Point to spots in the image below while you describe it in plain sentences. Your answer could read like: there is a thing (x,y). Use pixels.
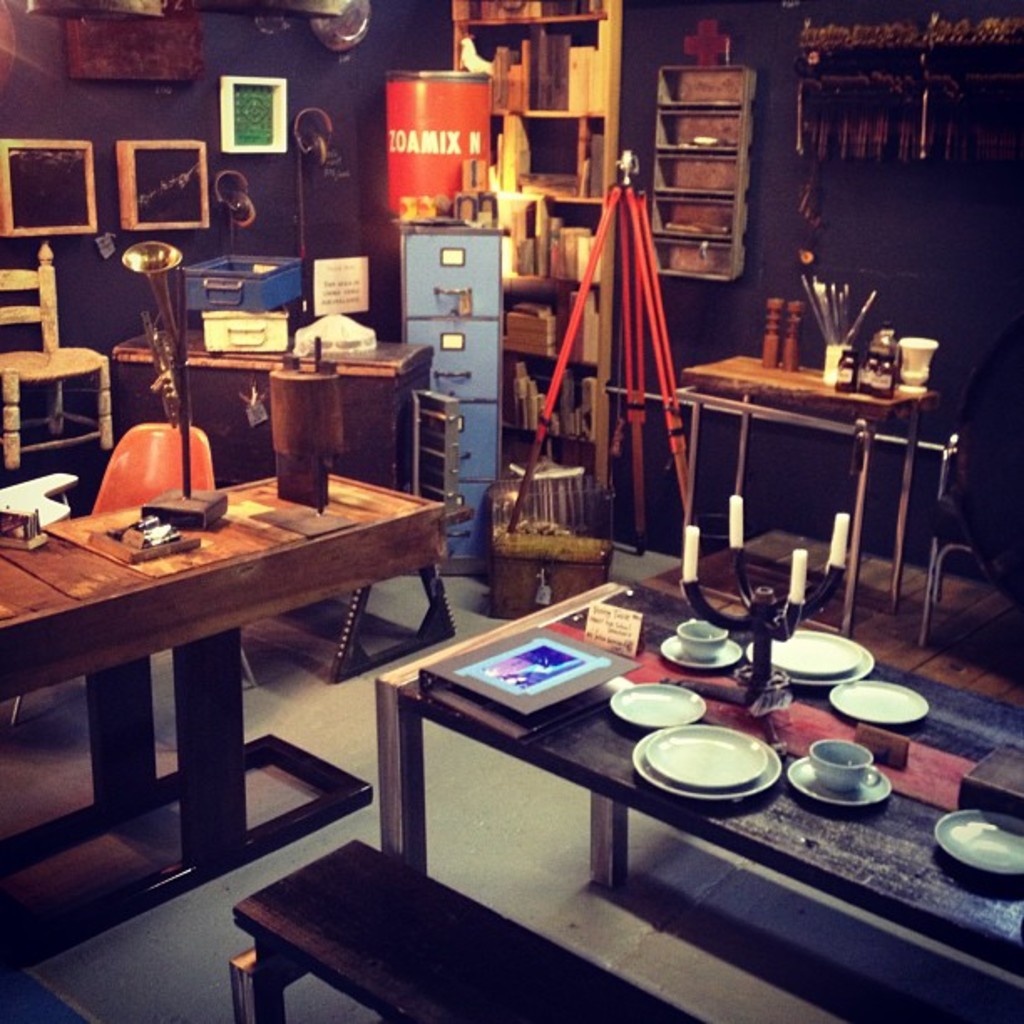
In this picture we can see few plates (694,736), cups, frame (454,675) and other things (634,633) on the tables (692,675), in the background (580,566) we can see a box (505,553), chairs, cupboards (416,266), barrel (463,125) and few frames (25,189) on the wall (784,212).
